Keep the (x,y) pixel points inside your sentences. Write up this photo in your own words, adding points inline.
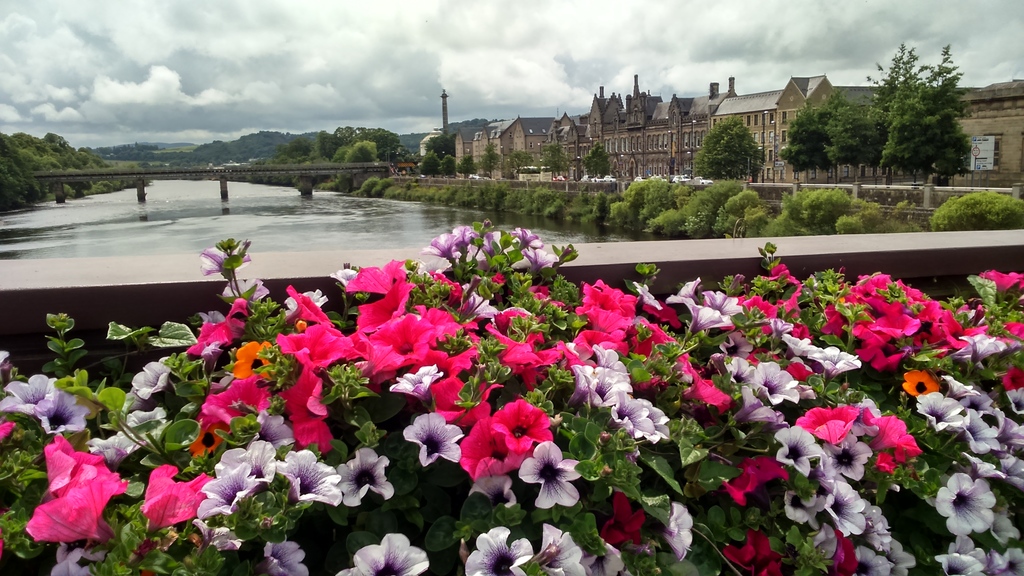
In this image at the bottom (376,430) there are some flowers (413,397) and plants (304,318), and in the center (349,227) there is a river (394,219), bridge (339,165) and some trees (436,146). And on the right side of the image (883,125) there are buildings (662,127) and trees (805,140), in the background (265,144) there are mountains (282,144) and trees (446,137). At the top (205,63) the sky (437,66) is cloudy.
